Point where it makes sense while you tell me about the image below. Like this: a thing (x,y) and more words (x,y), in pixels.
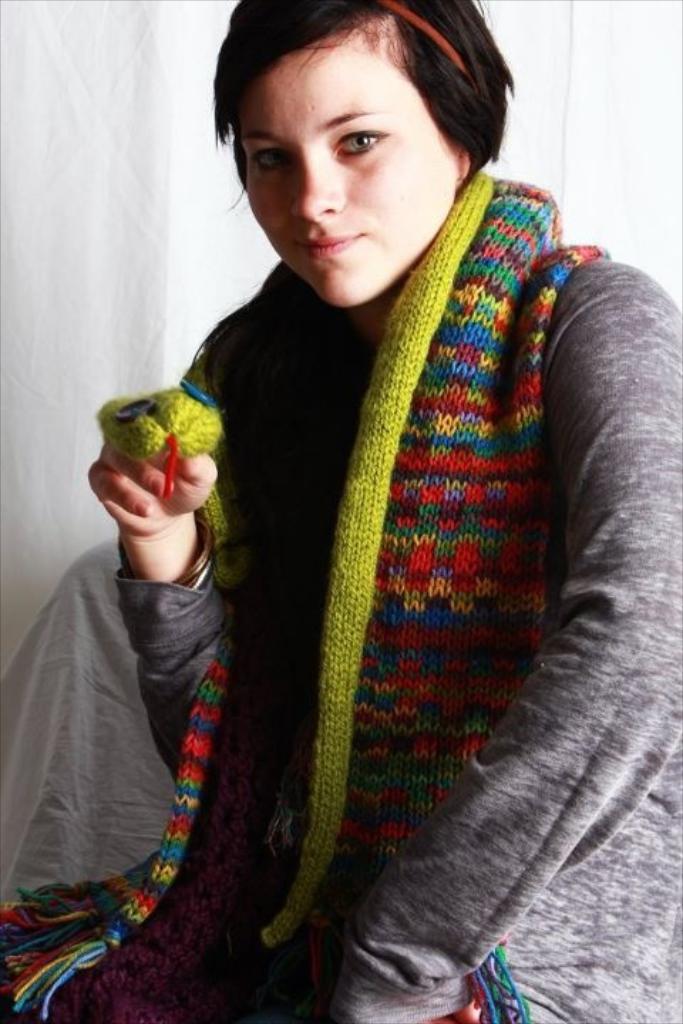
In this image I can see the person (212,831) and the person (525,577) is wearing gray, green and red color dress (500,471) and I can see the white color background (250,257).
